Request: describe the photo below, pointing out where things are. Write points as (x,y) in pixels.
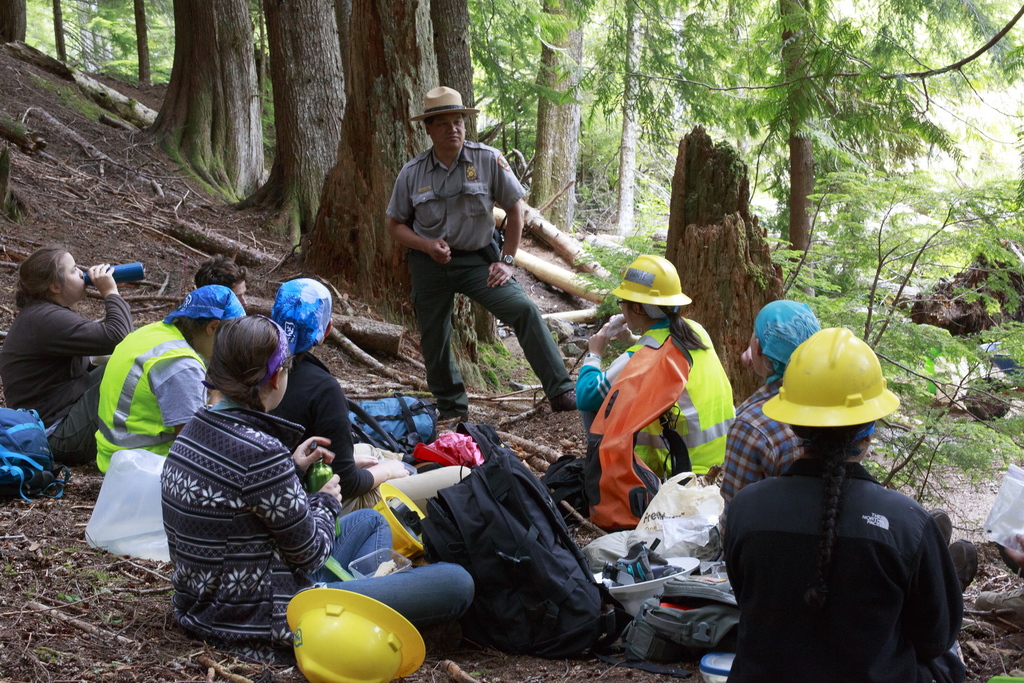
In this image in the center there are persons (804,508) sitting and there is a man (452,219) standing in the center (443,234) wearing brown colour hat (437,113). On the ground (50,599) there are bags (508,599), there are helmets (418,543), and there are dry leaves (86,608), there is grass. In the background (518,40) there are trees (523,57).
